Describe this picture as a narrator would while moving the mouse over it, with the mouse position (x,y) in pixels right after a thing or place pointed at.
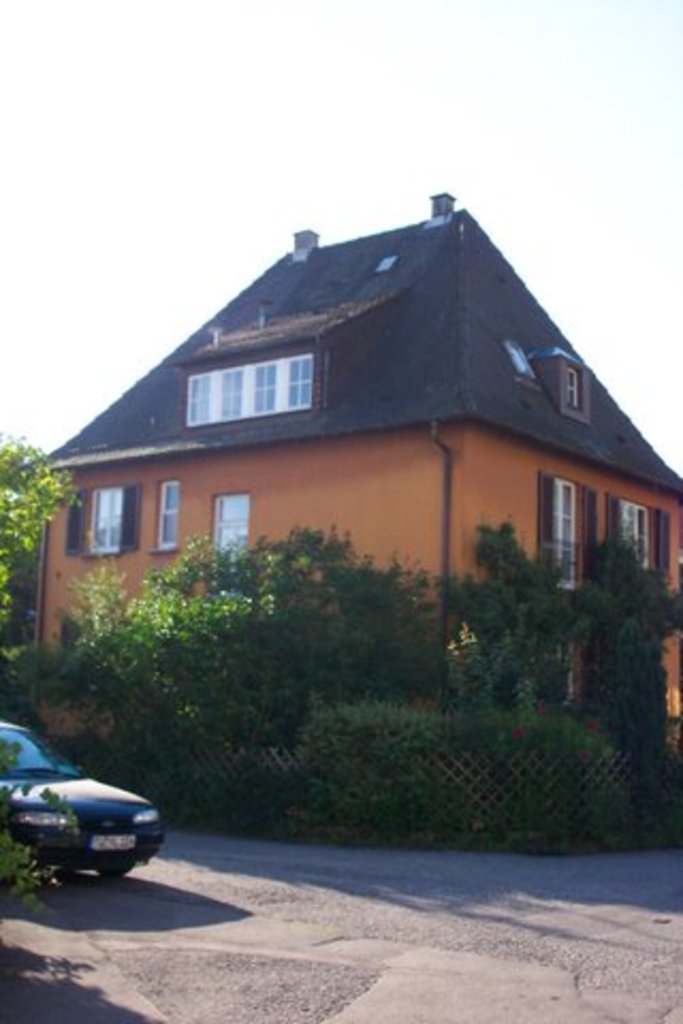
At the center of the image (328,445) there is a house (328,441), in front of the house (220,495) there are some trees (328,692) and one car (128,805) parked. In the background (196,170) there is a sky (400,168).
